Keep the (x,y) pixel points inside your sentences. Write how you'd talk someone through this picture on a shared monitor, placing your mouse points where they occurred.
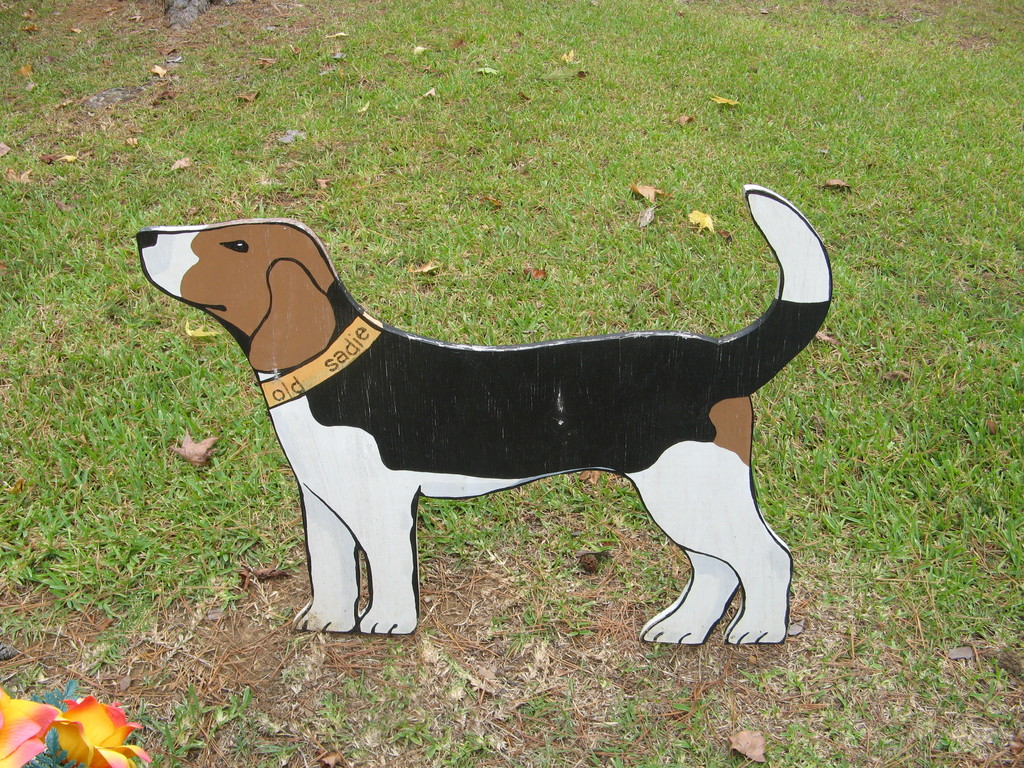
In this picture I can see there is a board (337,376) of a dog (391,429) and it is placed on the surface (587,656), there is soil (169,614), grass (225,450) and there are few flowers (96,727) at the left side (68,736) bottom corner of the image (47,725).
